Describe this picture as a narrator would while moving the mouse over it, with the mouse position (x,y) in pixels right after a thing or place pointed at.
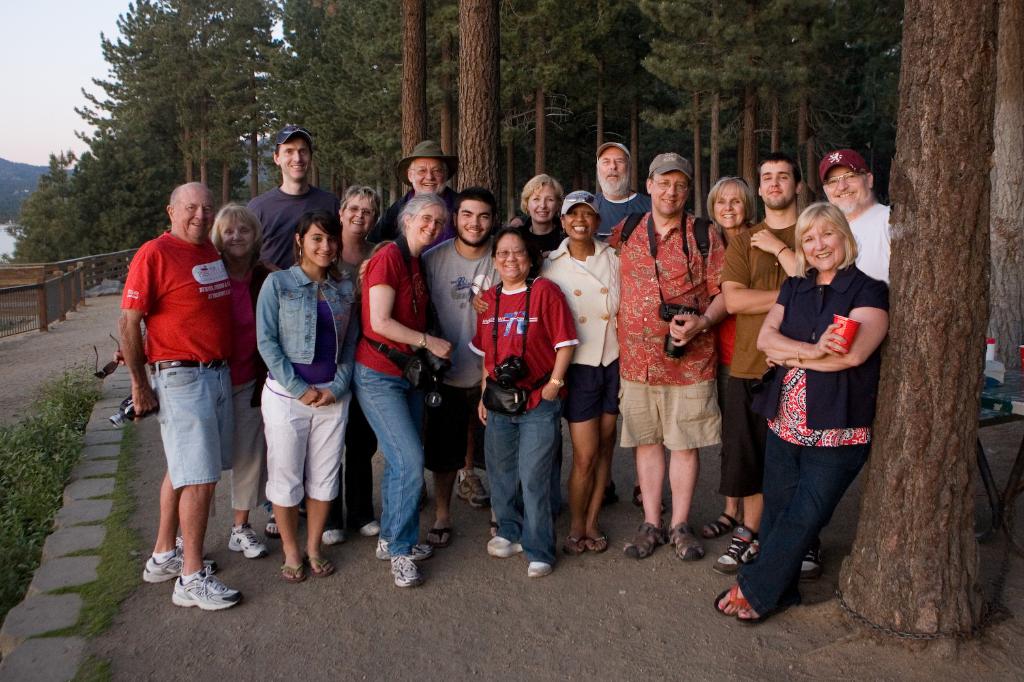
In this image I can see a group of people (525,310) are standing and smiling, behind them there are trees (495,110). On the left side (63,74) there is the sky (53,74).
